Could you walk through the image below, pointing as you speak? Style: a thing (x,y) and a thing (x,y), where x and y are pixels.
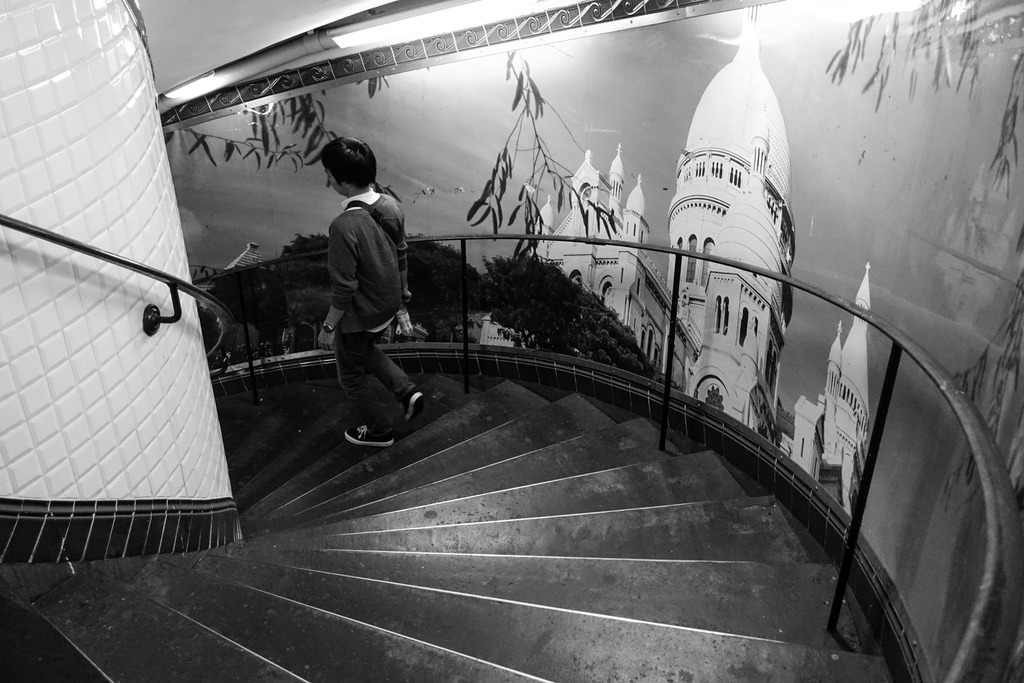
In this image we can see there is a person (341,246) walking on the stairs (452,485) and holding a white color object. And there is a poster (326,271) attached to the wall (412,301), in that there are trees (546,271) and building (734,162).
